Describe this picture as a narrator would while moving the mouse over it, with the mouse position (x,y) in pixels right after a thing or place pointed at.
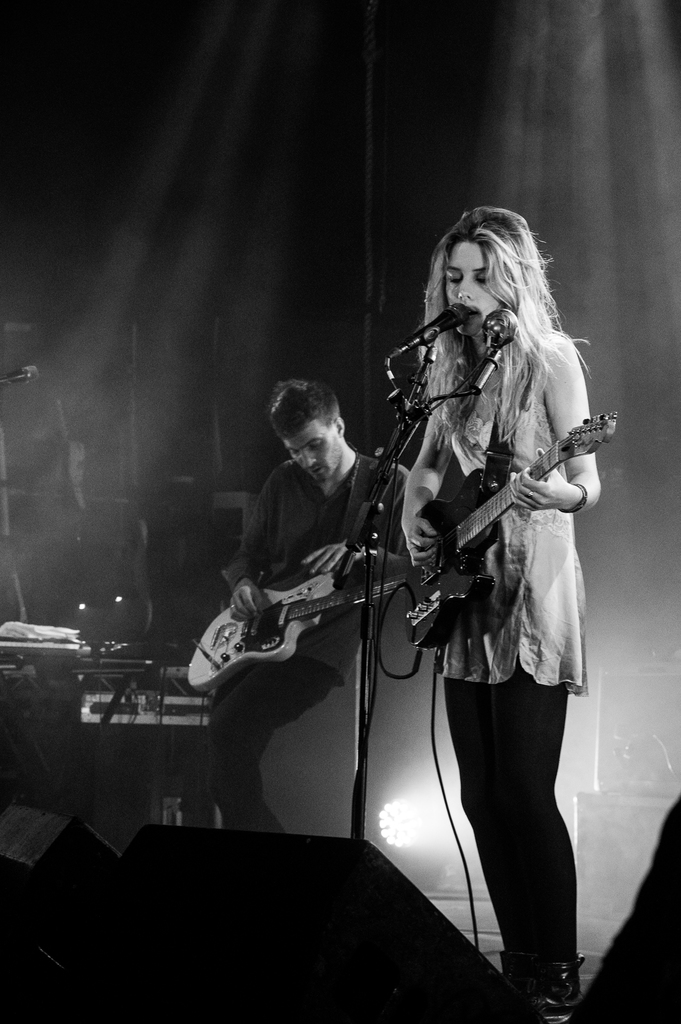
In this image I can see two people (526,337) standing and playing guitar (469,579). And there is a microphone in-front of them.
